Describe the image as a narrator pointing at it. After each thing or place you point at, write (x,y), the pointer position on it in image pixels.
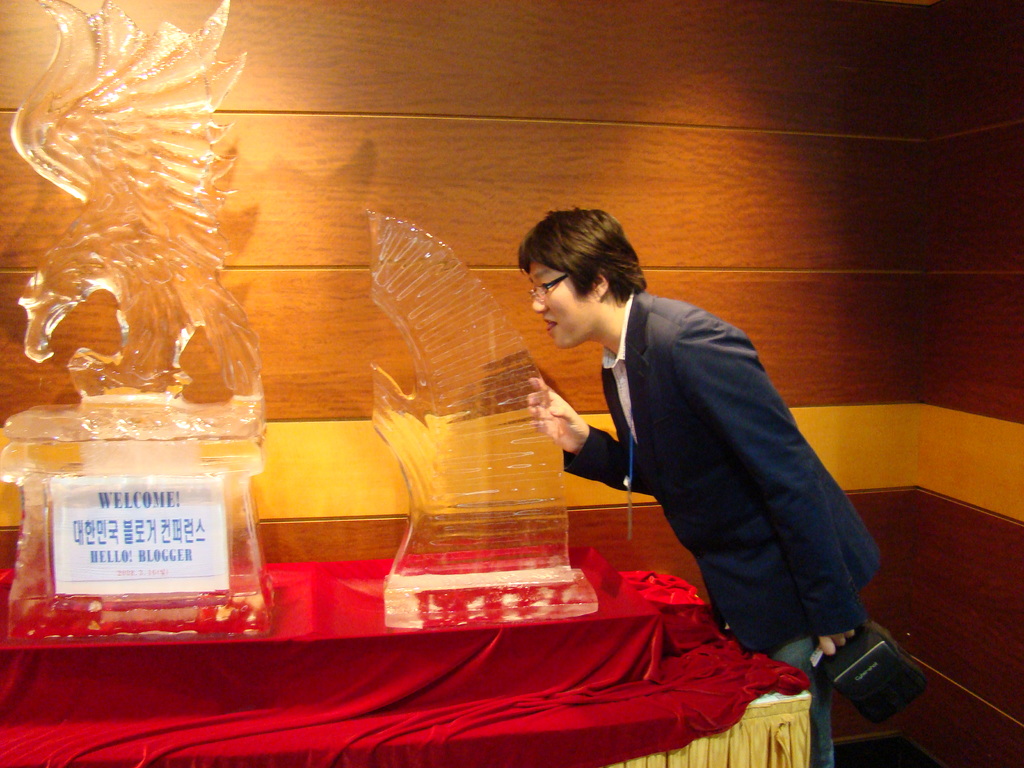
This is the man (825,623) standing. He wore a suit (710,423), shirt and trouser (820,695). I think these are the glass sculptures (153,301), which are placed on the table (270,718). This table (607,665) is covered with red color cloth (658,716). This is the wall (663,132).
